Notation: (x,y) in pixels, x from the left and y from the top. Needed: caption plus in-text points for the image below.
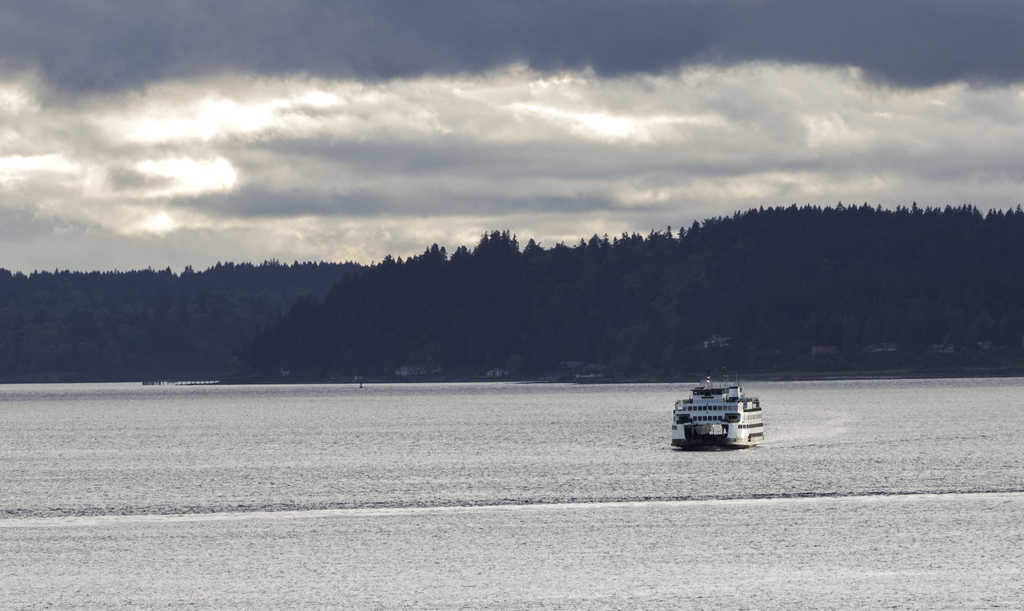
This picture shows a cloudy sky (586,180) and we see trees (711,362) and a ship (728,410) in the water (408,482).
